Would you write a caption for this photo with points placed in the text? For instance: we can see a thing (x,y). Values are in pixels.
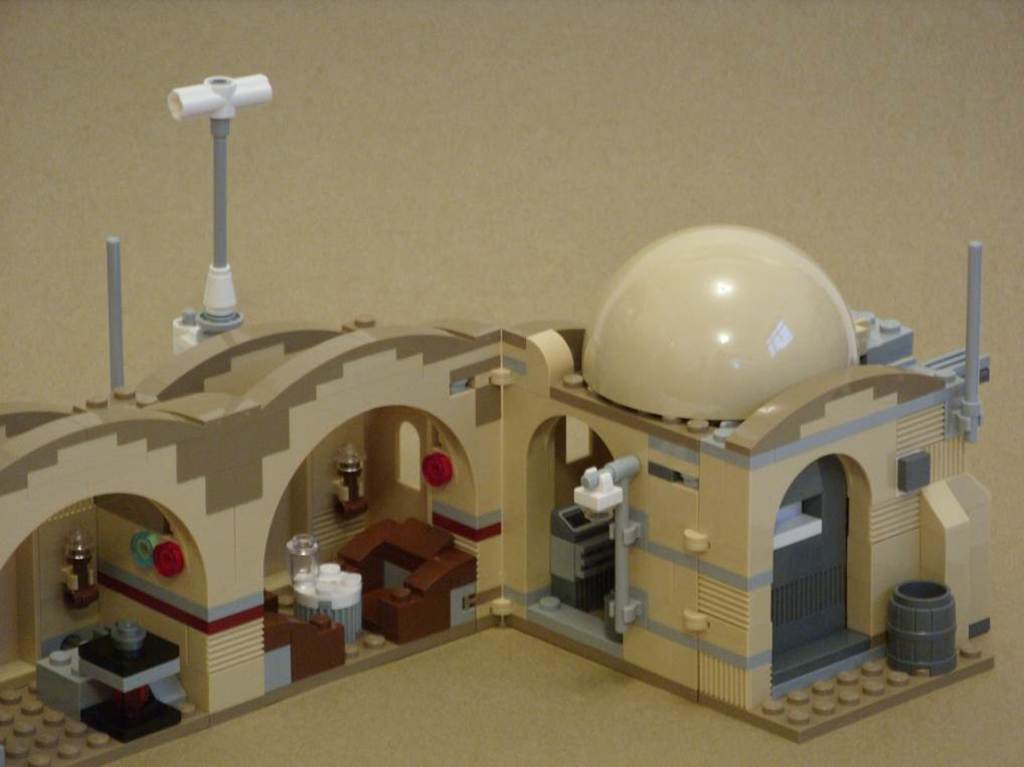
In this picture we can see toy house (578,384) on the platform (408,700). In the background of the image (357,78) it is cream color.
